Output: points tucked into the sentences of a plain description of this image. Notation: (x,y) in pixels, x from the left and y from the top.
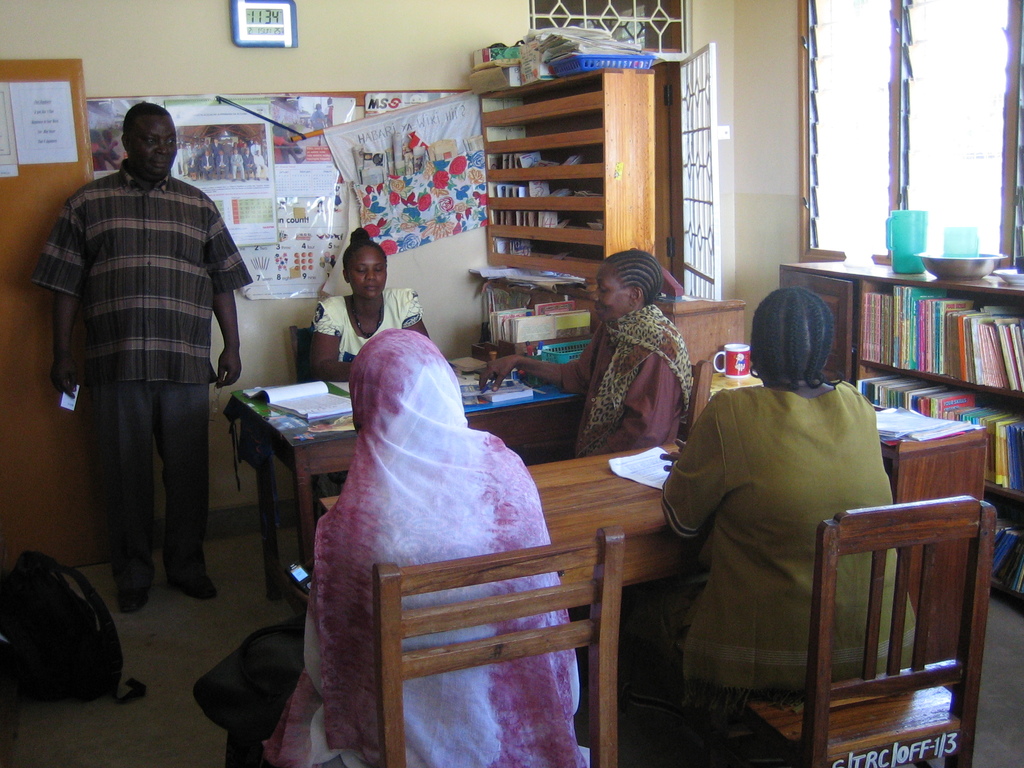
In this image in the middle (593,429) there are four women (430,459) who are sitting on a chair (428,586) in front of them there are two tables (571,425) and on the left side (127,262) there is one man (121,312) who is standing and he is holding a paper (67,399) on the table (596,476) there are some papers (638,474), books (337,400) are there on the top (375,23) there is wall (316,34) and on that wall (214,32) there is one clock (270,26) and some papers (213,125) are there in the middle (570,260) there is one rack (592,120) and in that rack (554,147) there are some books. On the rack (562,247) there are some papers (561,50) books (544,60) and one basket (598,58) is there and on the top of the right corner (883,80) there is one window (883,153) beside the window (873,184) there is one rack (860,293) and in that rack (974,303) there are some books (960,318) on the rack (969,291) there is one bowl (960,264) and one mug (906,247) is there on the rack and on the left side (45,380) there is one door (50,456) on that door (58,468) there are two papers (23,120) and on the floor (129,631) there are bags (72,619).
